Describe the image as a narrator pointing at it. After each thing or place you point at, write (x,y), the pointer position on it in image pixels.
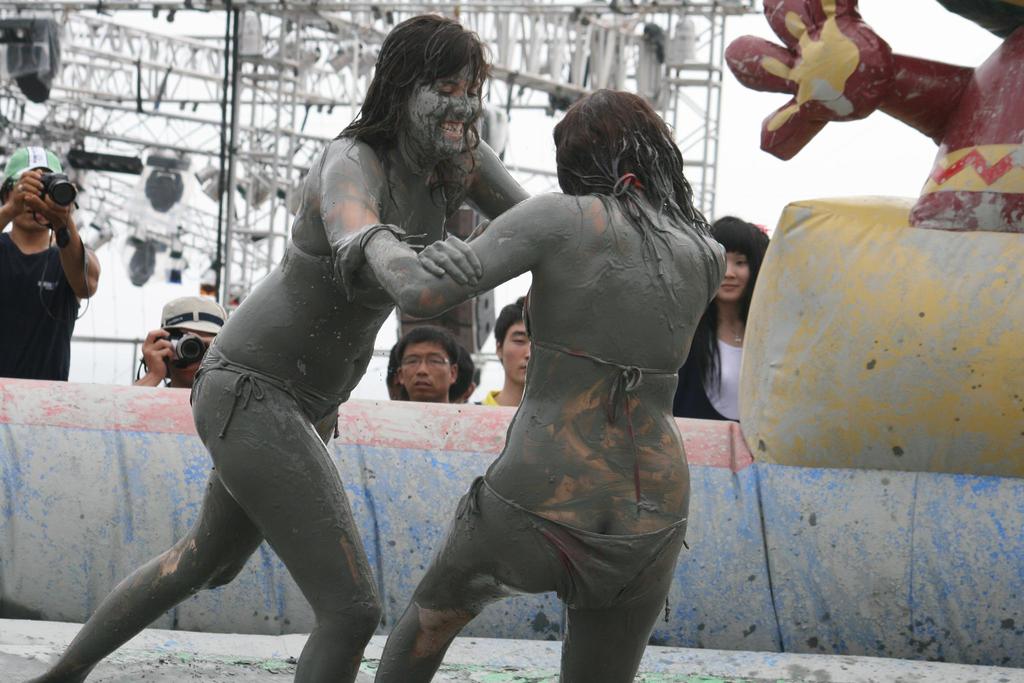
In this image we can see there are two people (327,446) fighting. And there is a doll shape balloon (943,143). At the back (424,336) there are a few people (507,354) standing and few people (39,223) holding a camera (54,187). And there is a crane (236,121) with lights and the sky (775,177).
